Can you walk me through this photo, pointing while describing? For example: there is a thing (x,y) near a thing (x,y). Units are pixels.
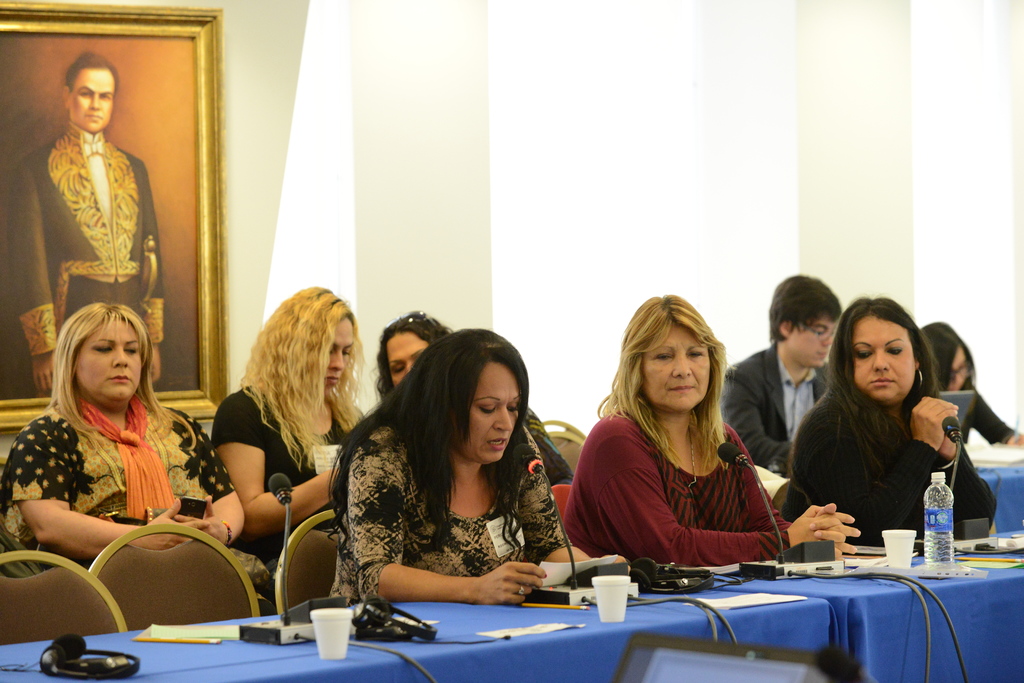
This image is clicked in a room (716,330). There are tables (1014,470) and chairs (579,426). On the top left corner (127,140) there is a photo frame (139,257). On the table (1017,511) there are glasses (600,606), mics (576,593), papers (566,625), water bottles (942,556). On the chair (319,543) there are people (585,468) sitting.
